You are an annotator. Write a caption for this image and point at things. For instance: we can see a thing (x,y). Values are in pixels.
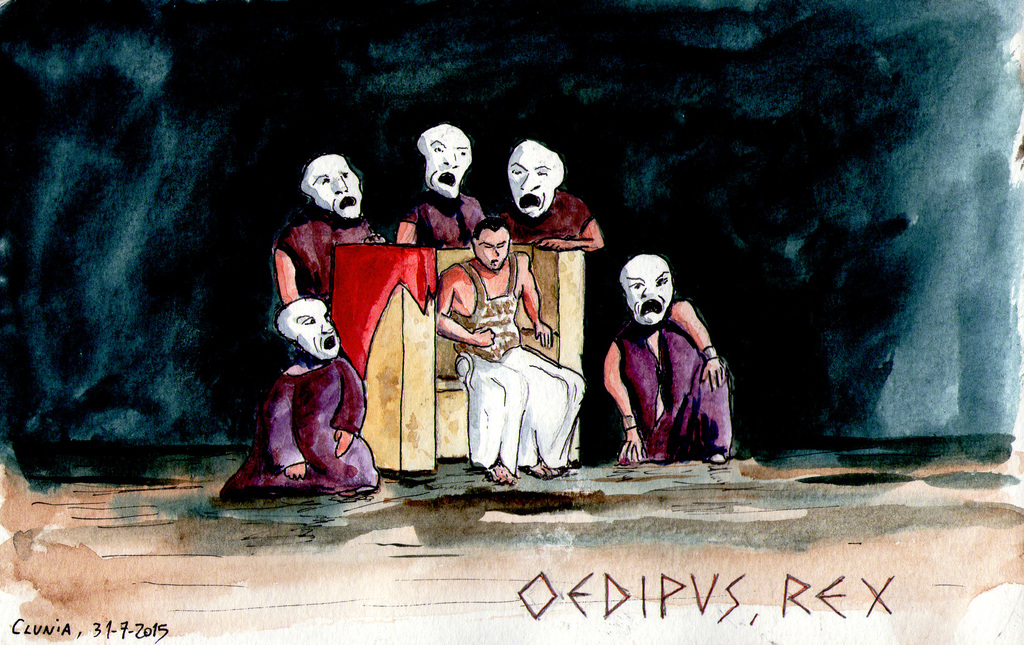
In the image we can see a painting (346,245). In the painting (346,245) a person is sitting on a chair (370,381). Behind him few people (662,269) are standing and sitting.
